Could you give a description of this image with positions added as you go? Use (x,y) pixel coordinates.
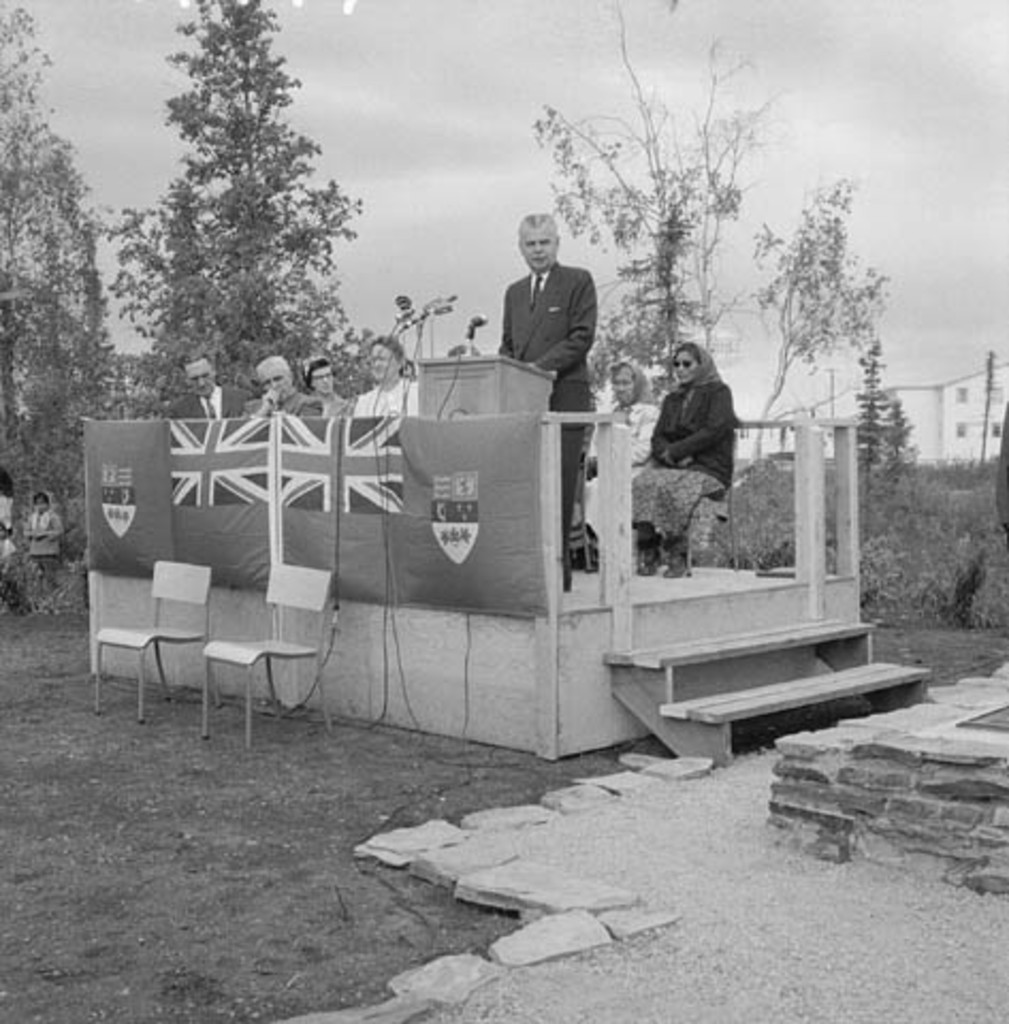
This is a black and white picture. I can see a man (531,271) standing near the podium (519,368), there are mics (399,322), there are group of people (660,433) sitting on the chairs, there are few people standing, there are flags (256,549), stairs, there are plants (788,546), trees (309,251), there is a building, and in the background (631,159) there is the sky (364,59).
